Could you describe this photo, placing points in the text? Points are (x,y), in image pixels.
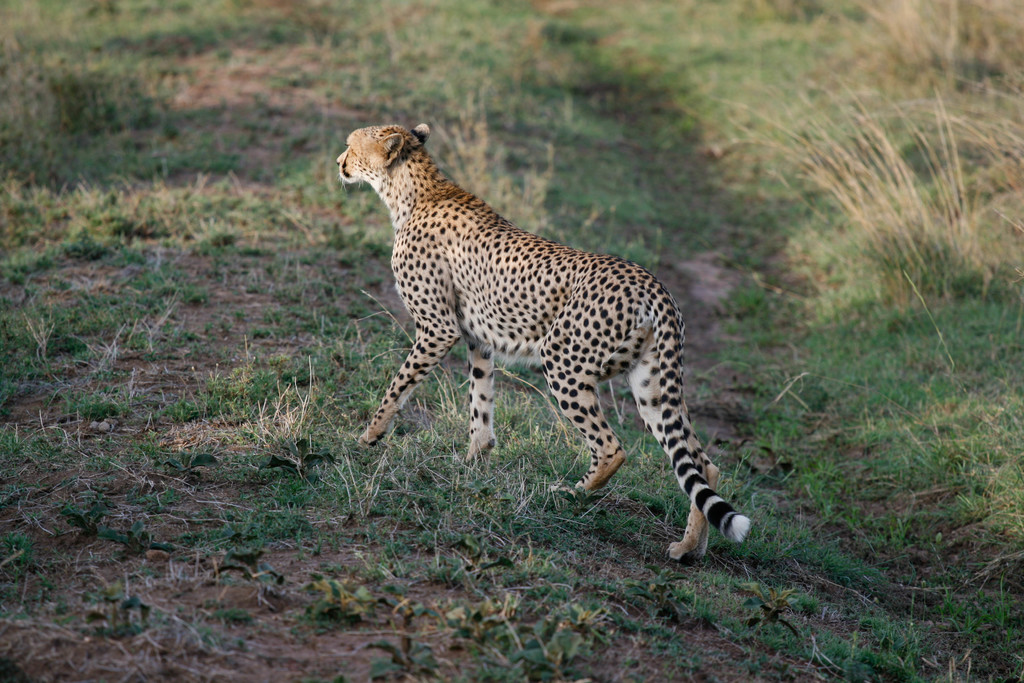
In this image there is a cheetah (424,219) standing, and in the background (397,56) there is grass (724,133).
